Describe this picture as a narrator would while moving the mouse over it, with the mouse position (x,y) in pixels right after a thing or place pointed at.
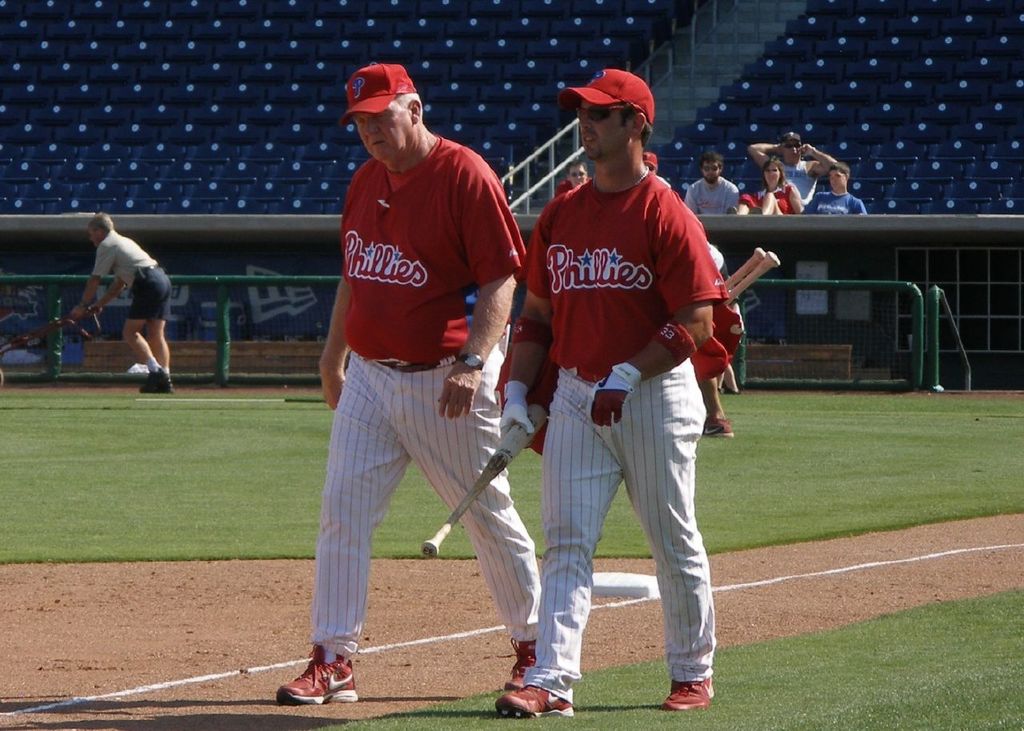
In this image I can see 2 people (481,425) walking in a ground (528,482). They are wearing red caps (615,99), red t shirt (456,322) and white pant (442,481). A person (622,87) is holding a baseball bat (459,518). There are other people (715,256), fence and chairs (854,19) at the back (755,120).
